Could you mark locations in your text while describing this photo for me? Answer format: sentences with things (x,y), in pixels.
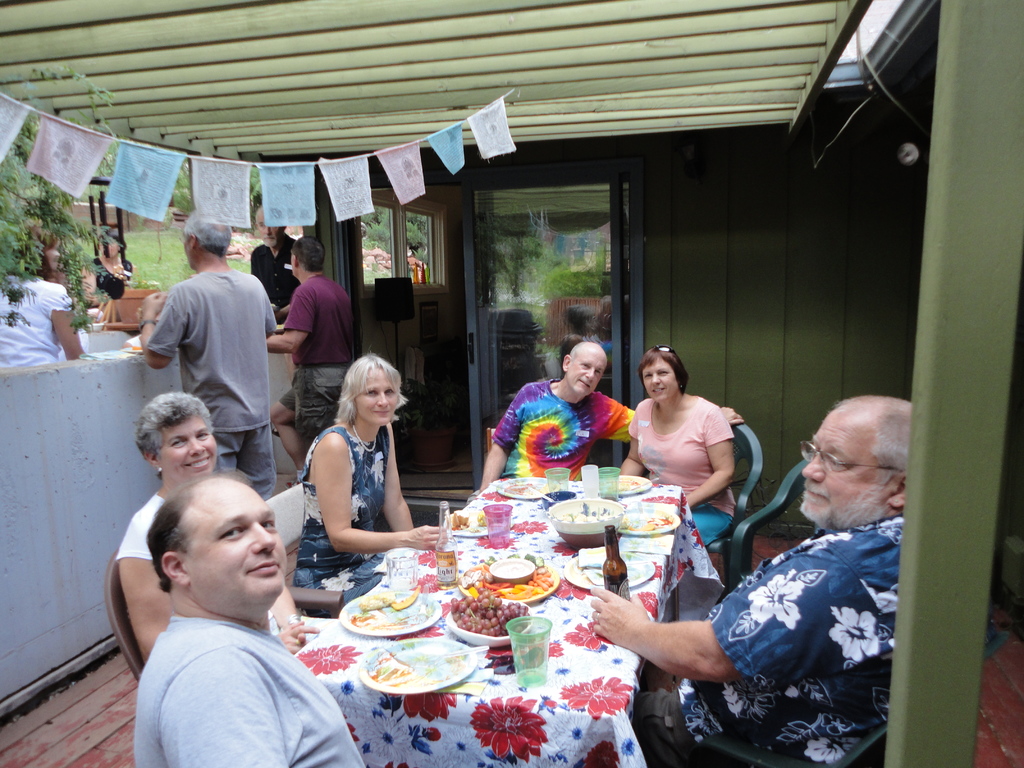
In this picture we can see a group of people (509,406) sitting at the table (657,494), the table (578,657) has a beer bottle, fruits (460,625) and food (505,595). There is a door (492,258) in the backdrop (535,244).
